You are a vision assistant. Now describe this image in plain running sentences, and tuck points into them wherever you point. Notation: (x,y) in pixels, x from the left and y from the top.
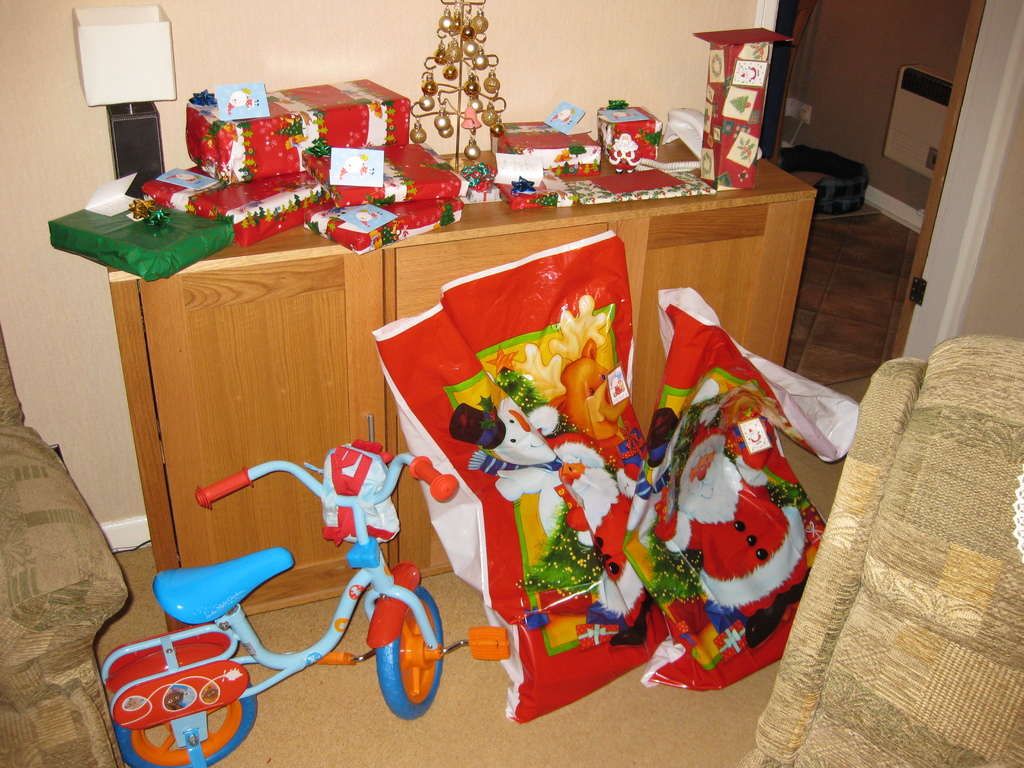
In this image there is an object (48,545) truncated towards the left of the image (68,580), there is an object (945,510) truncated towards the right of the image (964,435), there is a bicycle (181,692), there are objects (572,379) on the ground (652,694), there is a wall (1011,234) truncated towards the right of the image (992,237), there are objects (913,132) on the wall (878,100), there is a wall (489,36) truncated towards the top of the image (280,56).
